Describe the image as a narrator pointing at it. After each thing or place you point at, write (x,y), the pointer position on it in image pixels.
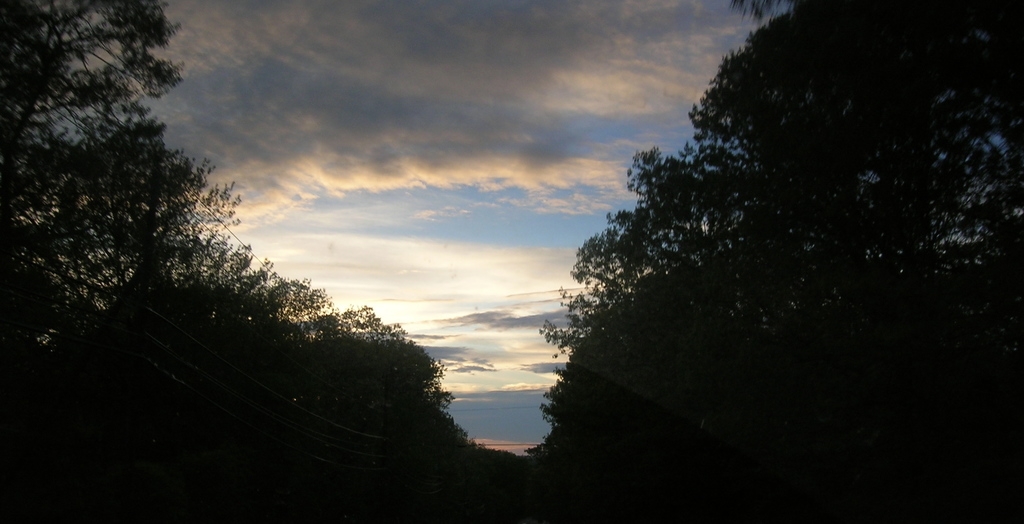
In this image I see the trees (632,328) and I see wires (161,315). In the background (183,147) I see the sky (472,215) which is a bit cloudy and it is dark over here.
